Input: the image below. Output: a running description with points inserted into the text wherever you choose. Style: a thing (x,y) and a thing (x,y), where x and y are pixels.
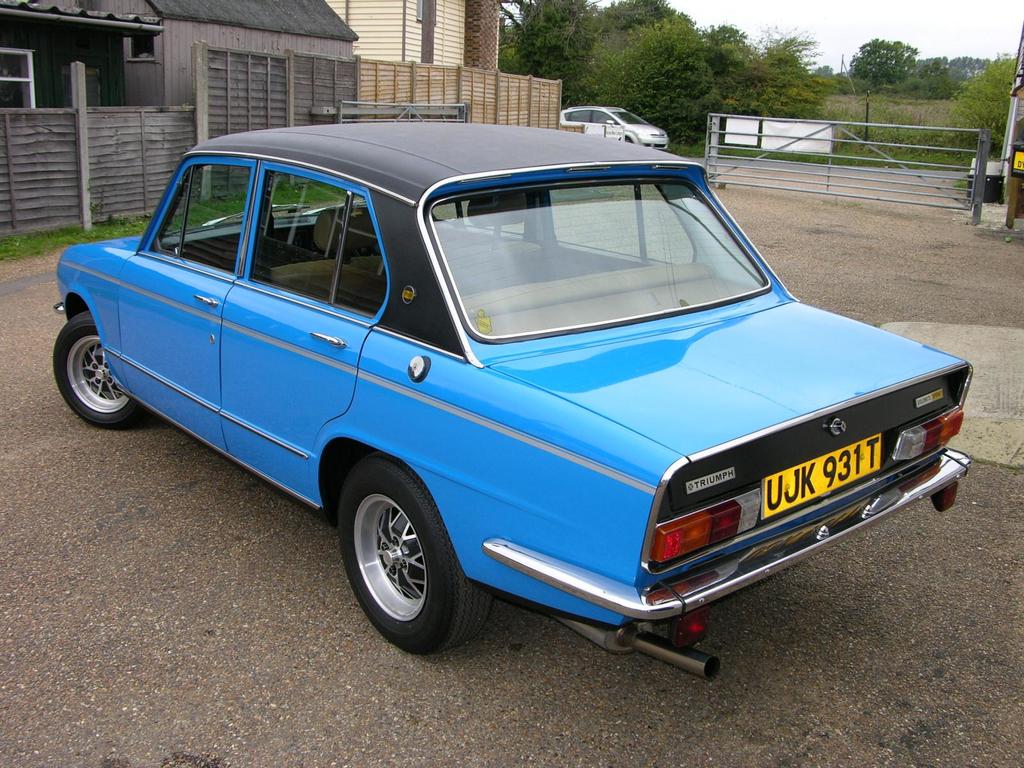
This image is taken outdoors. At the bottom of the image (242,674) there is a road (818,240). In the middle of the image (486,399) a car (478,373) is parked on the road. In the background (559,66) there are many trees (676,60) and plants (915,105). There is a railing (880,167) and a car (568,119) is moving on the road (810,171). On the left side of the image (96,29) there is a house (168,41) with walls (127,70), roof (145,20), a window (139,53) and a door (108,97).
